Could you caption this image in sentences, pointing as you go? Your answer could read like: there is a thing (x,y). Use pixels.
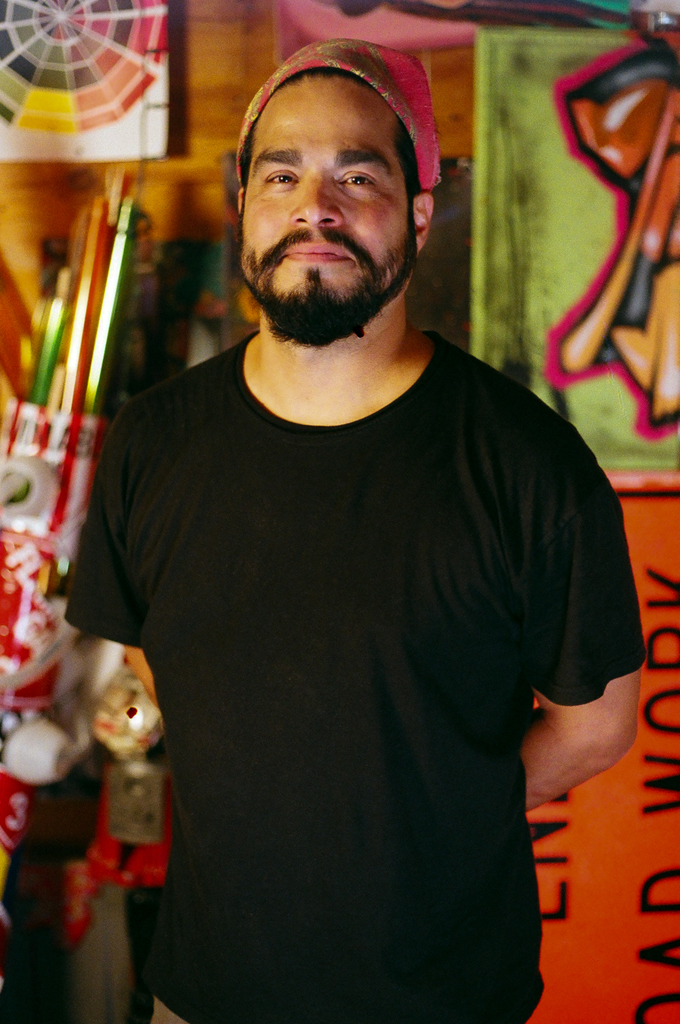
In this image we can see a person (451,639) wearing black t shirt (402,781) and a cap (325,60) is standing. In the background (60,65) we can see a color wheel (87,50) and group of poles (59,382).
